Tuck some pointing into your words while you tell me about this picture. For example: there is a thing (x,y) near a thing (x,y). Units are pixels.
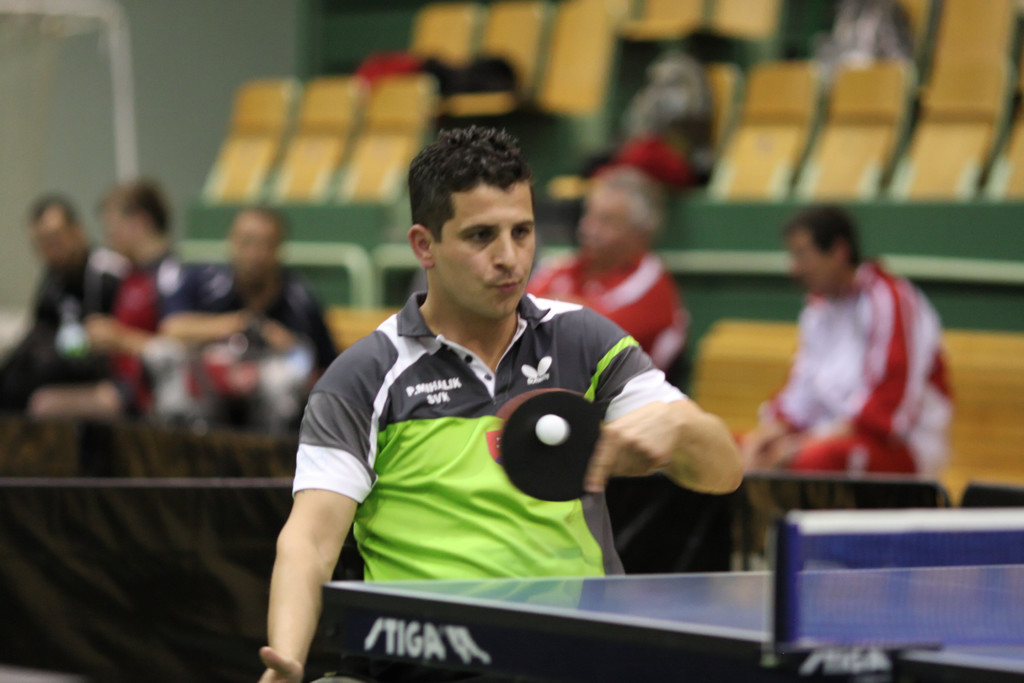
This is a picture of a man (403,517) in green t shirt (422,515) sitting on a wheelchair (327,677) and holding a bat (523,469). In front of the man (483,511) there is a table (609,600). Background of these men (443,396) there are group of people (581,285) sitting on a chair (960,422).
